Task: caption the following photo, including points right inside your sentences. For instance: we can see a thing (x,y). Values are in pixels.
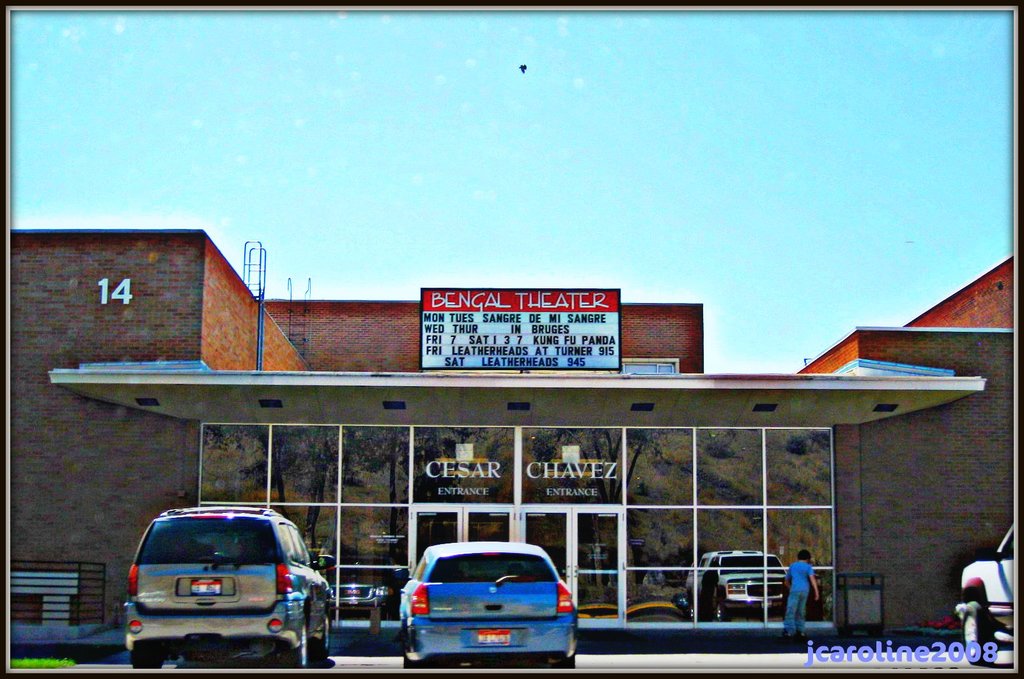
In the picture it looks like a movie theater (594,416), there are few vehicles (236,573) parked in front of the theater (767,612) and on the right side (798,598) there is a person (786,611).
